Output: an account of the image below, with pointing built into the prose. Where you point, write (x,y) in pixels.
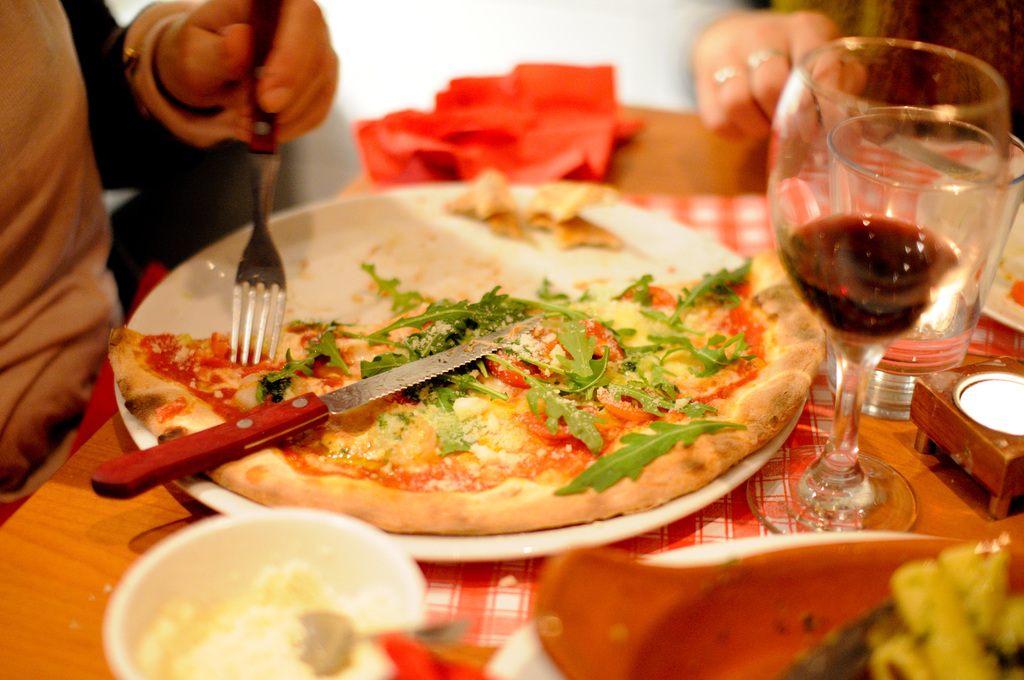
In this image I can see a table (28,659) and on it I can see a plate (220,307), few glasses (805,462), a bowl (317,561), one more plate (1007,311), a cloth (756,209) and few other things (932,630). On the one plate (209,247) I can see half pizza (512,369) and a knife (238,436). I can also see two persons (49,237) and I can see one of them is holding a fork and one is holding a knife (893,132).
